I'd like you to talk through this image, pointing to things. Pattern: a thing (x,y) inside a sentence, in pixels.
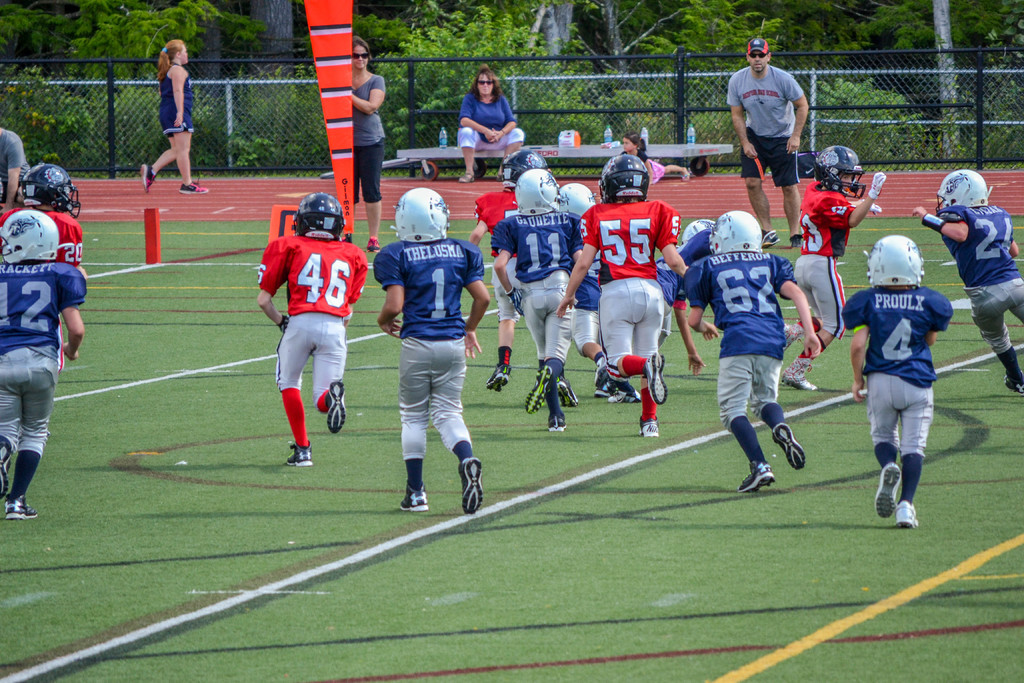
This image is taken outdoors. At the bottom of the image (231,548) there is a ground (220,472) with grass (607,529) on it. In the middle of the image (659,377) a few people (420,254) are playing in the ground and they are running in the ground (349,363). In the background (825,65) there are many trees (432,51) and a fencing (397,106). A woman (472,101) is sitting on the bench (665,147) and there are a few bottles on the bench (712,151). A man (750,146) is standing and a woman (182,82) is walking on the ground (404,191).
